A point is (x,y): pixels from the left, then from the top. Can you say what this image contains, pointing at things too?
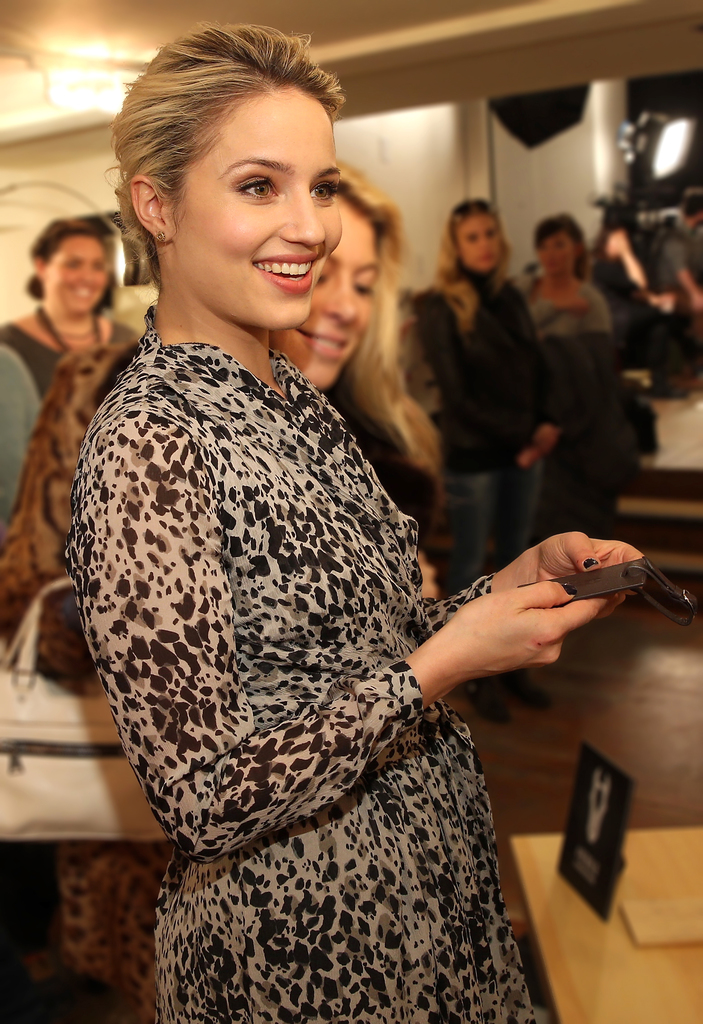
In this image in the front (315,581) there is a woman (262,647) standing and smiling and holding an object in her hand (526,642). In the background (368,373) there are persons (454,307) standing, there is a light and there are persons (626,279) sitting. On the right side (618,963) in the front (618,978) there is a table (624,981) and on the table (629,941) there is an object (610,853) which is black in colour.
